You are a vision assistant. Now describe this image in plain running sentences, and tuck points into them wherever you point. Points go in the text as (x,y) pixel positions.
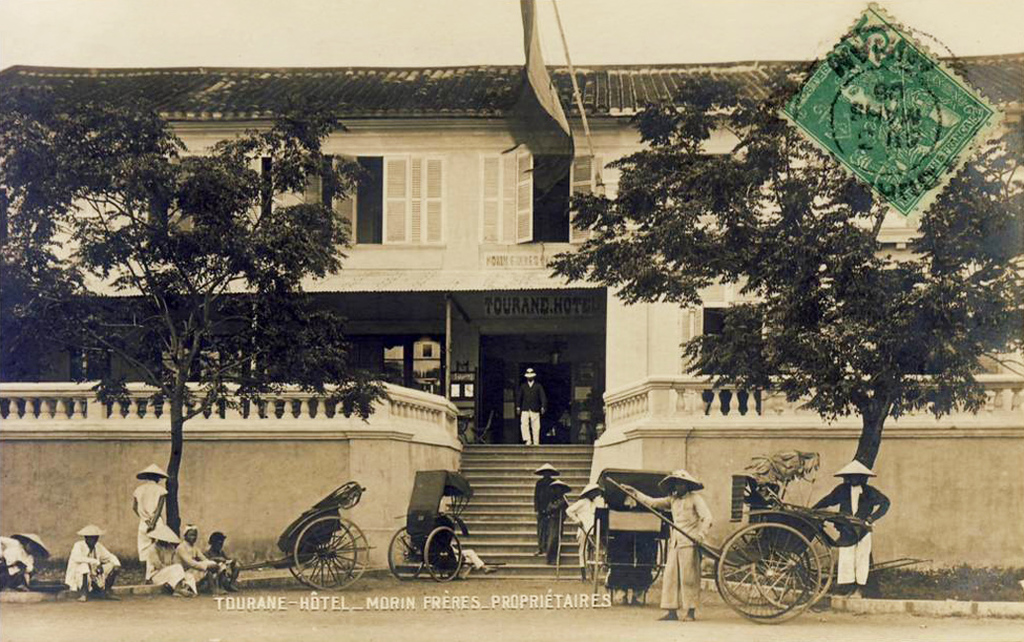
In this picture we can see a group of people (106,564), here we can see carts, trees (5,173) and in the background (730,453) we can see a building (717,458), flag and in the top right (833,150) we can see a stamp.
